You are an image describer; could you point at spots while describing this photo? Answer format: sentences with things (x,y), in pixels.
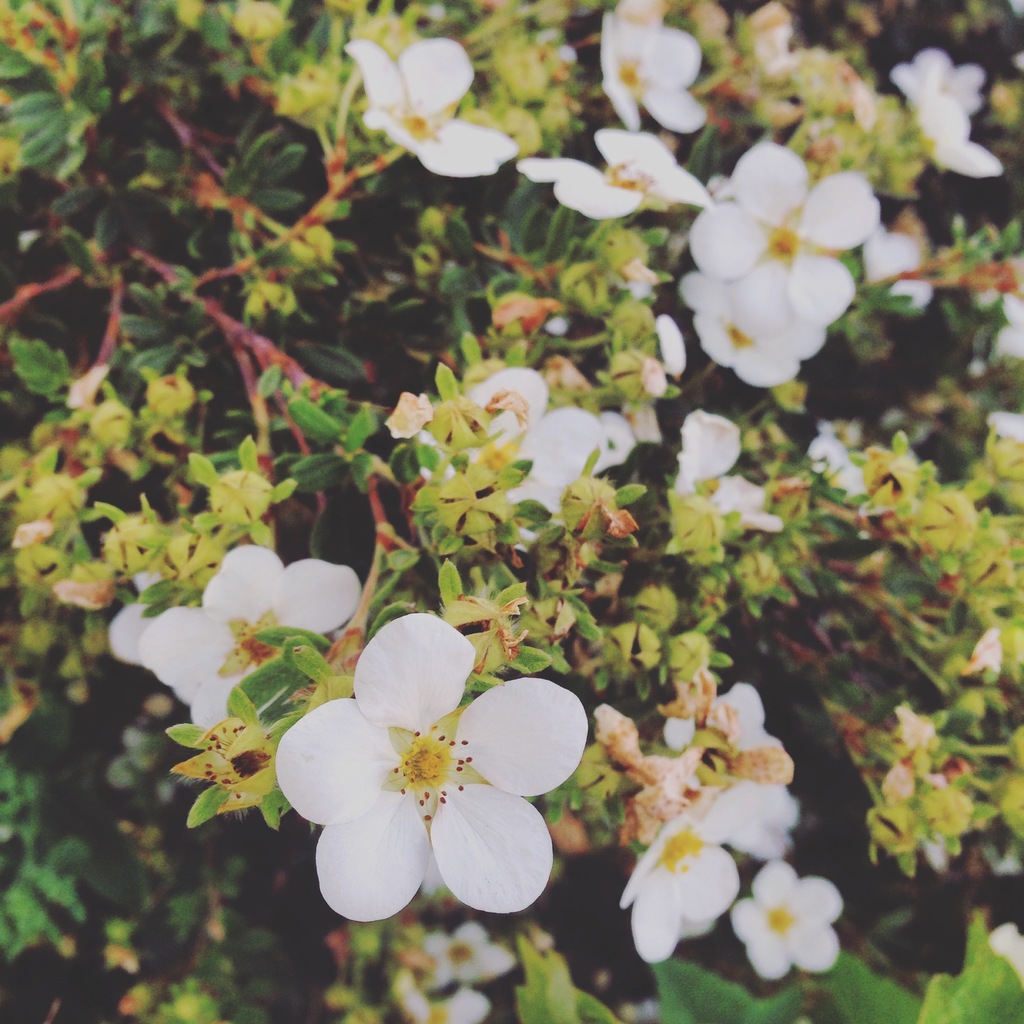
In this image we can see white color flowers (732,290), leaves (239,466) and stems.
